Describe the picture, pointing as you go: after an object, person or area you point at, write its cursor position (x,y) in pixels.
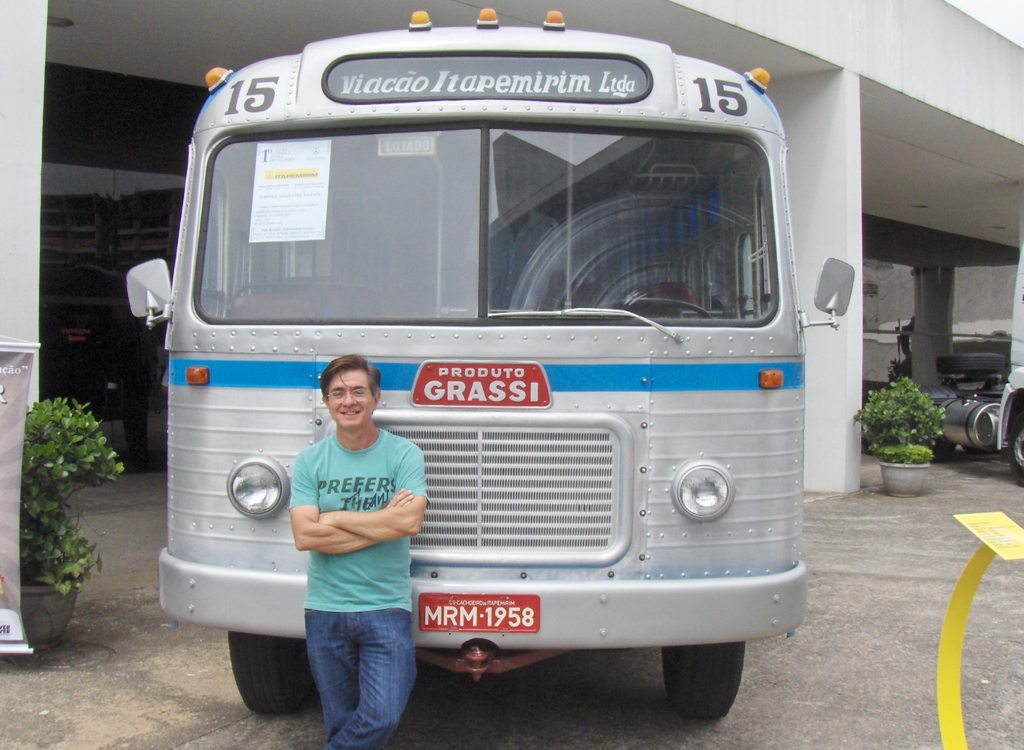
In the picture I can see a vehicle (758,401) on the floor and there is a man (323,475) standing and he is smiling. I can see a banner (9,465) and a pot (42,524) on the left side (9,546). I can see another pot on the right side (911,402) as well. I can see the glass window (104,210) on the top left side (121,149). This is looking like another vehicle (999,400) on the right side (1016,285).
